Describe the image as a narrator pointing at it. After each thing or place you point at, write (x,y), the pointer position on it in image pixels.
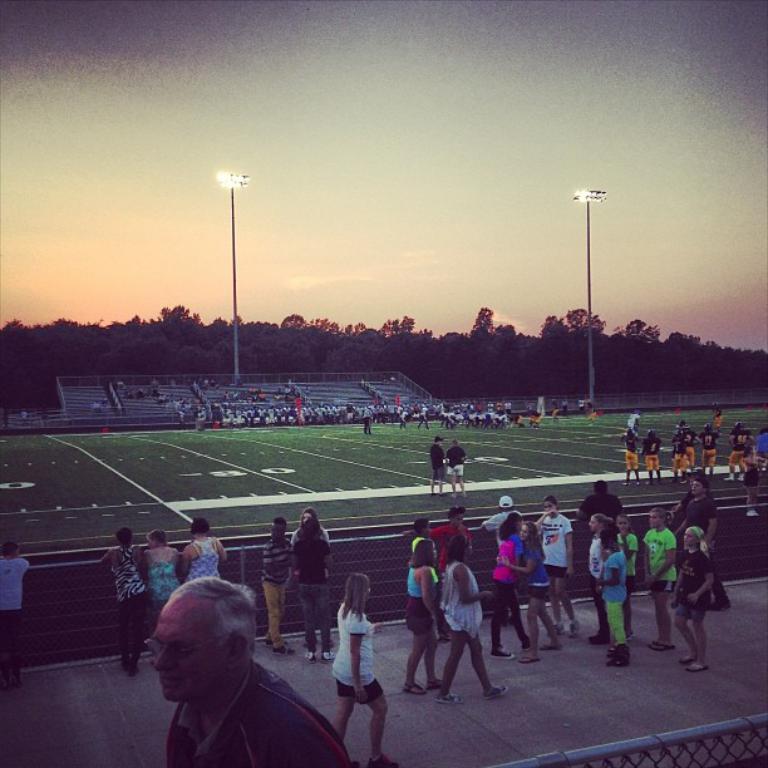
Here an old man (324,758) is there, in the right side (531,551) few girls (553,583) are walking on this, In the middle (473,437) it is a ground (401,452). There are lights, at the top (397,195) it's a sky (388,81).
